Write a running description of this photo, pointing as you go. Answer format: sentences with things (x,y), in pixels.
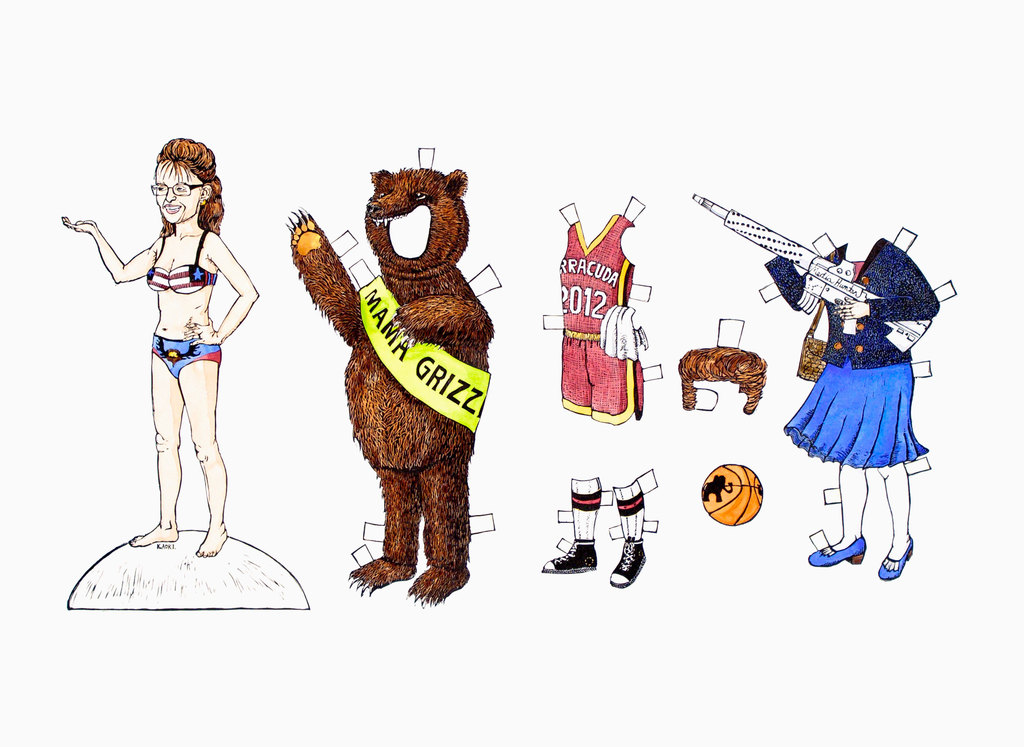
In this picture we can see the drawings (232,314) of costumes (733,374), a woman (198,248), ball (717,484) and an object (708,367). The background of the image (241,94) is white.
